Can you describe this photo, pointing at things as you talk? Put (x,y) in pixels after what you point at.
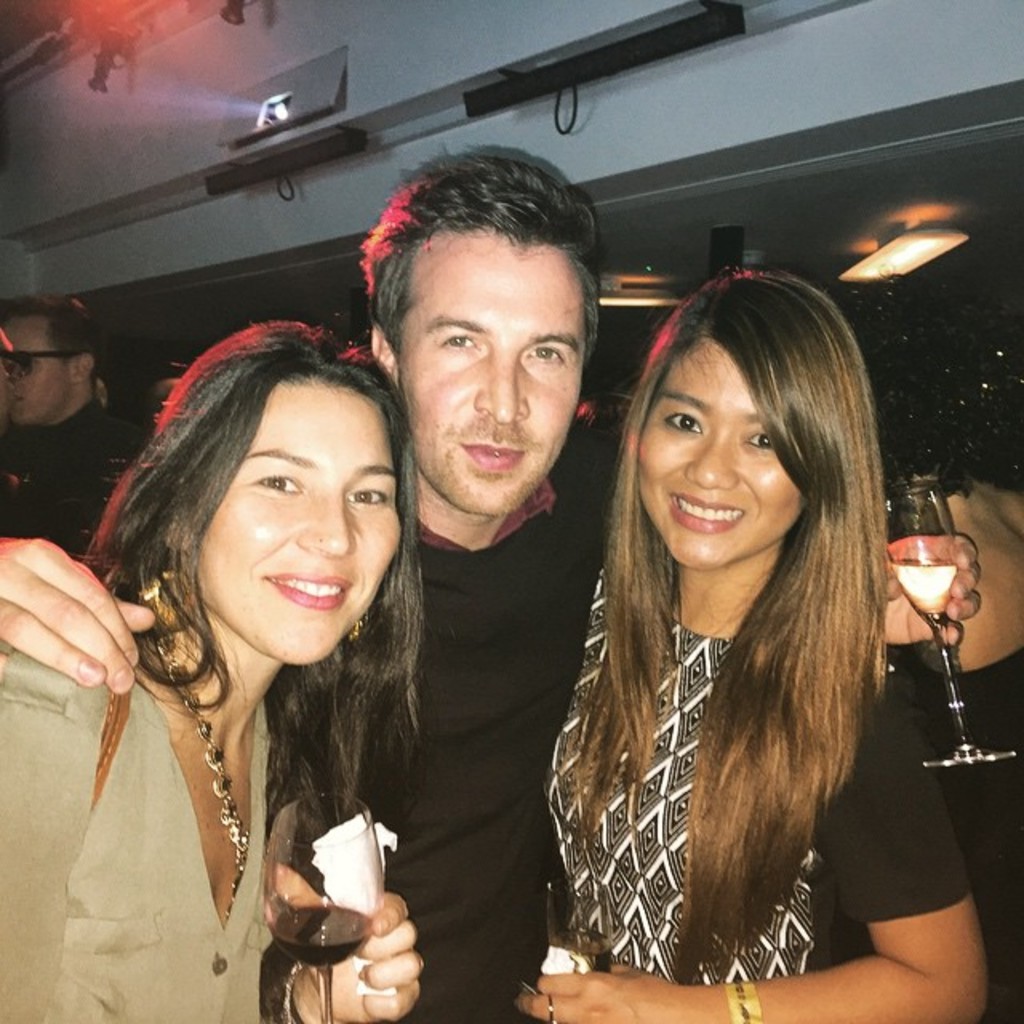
In this image i can see 2 women (624,616) and a man (496,470) standing and holding wine glasses (596,894) in their hands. In the background (7,338) i can see a man (58,375), projector (277,118) and few lights (920,245).
